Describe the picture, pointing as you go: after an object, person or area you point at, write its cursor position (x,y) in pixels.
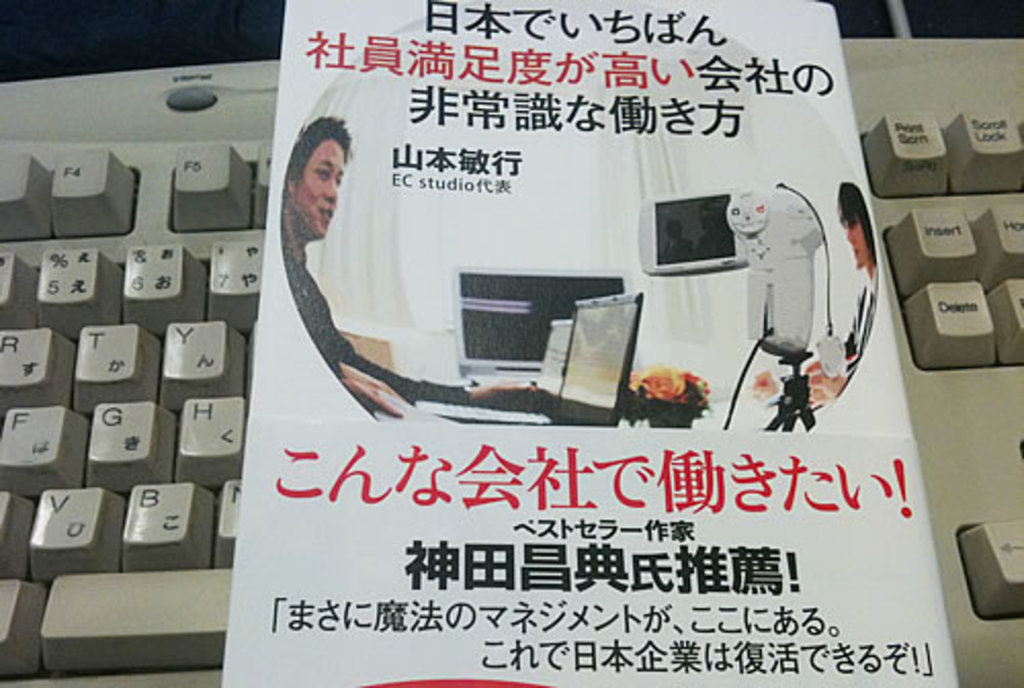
In this image I can see a white colour keyboard (239,196) and on it I can see a white colour thing (573,525). I can also see something is written on this object (301,366).
